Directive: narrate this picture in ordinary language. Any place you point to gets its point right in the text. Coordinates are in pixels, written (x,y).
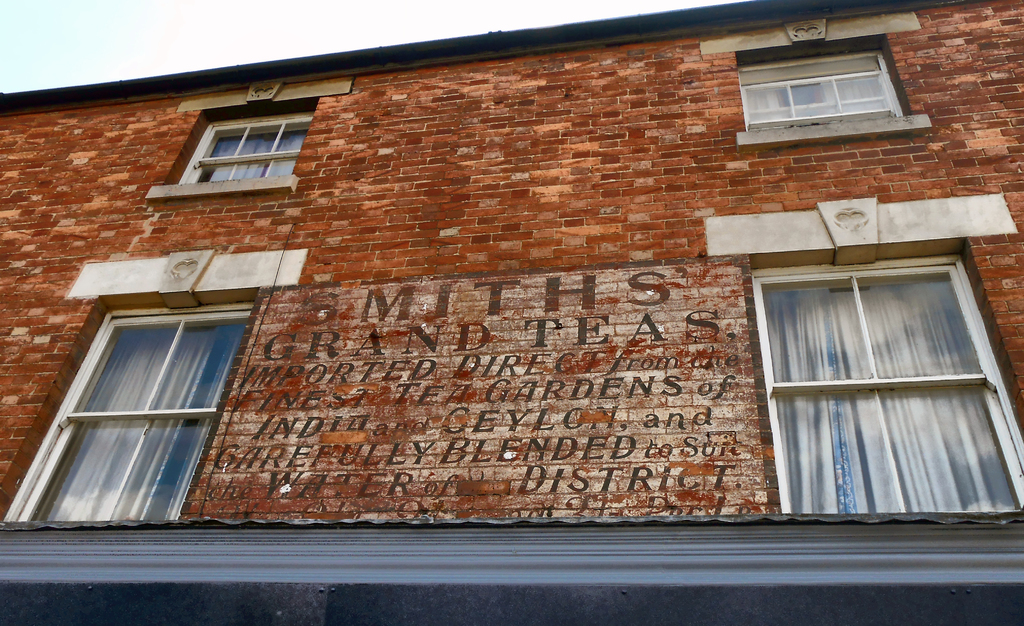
In this picture, we see a building (432,251) which is made up of red colored bricks (299,167). We even see glass windows (97,440) and curtains (125,375). We see some text (368,413) written on the building (560,347). At the top of the picture (238,59), we see the sky (237,44).
